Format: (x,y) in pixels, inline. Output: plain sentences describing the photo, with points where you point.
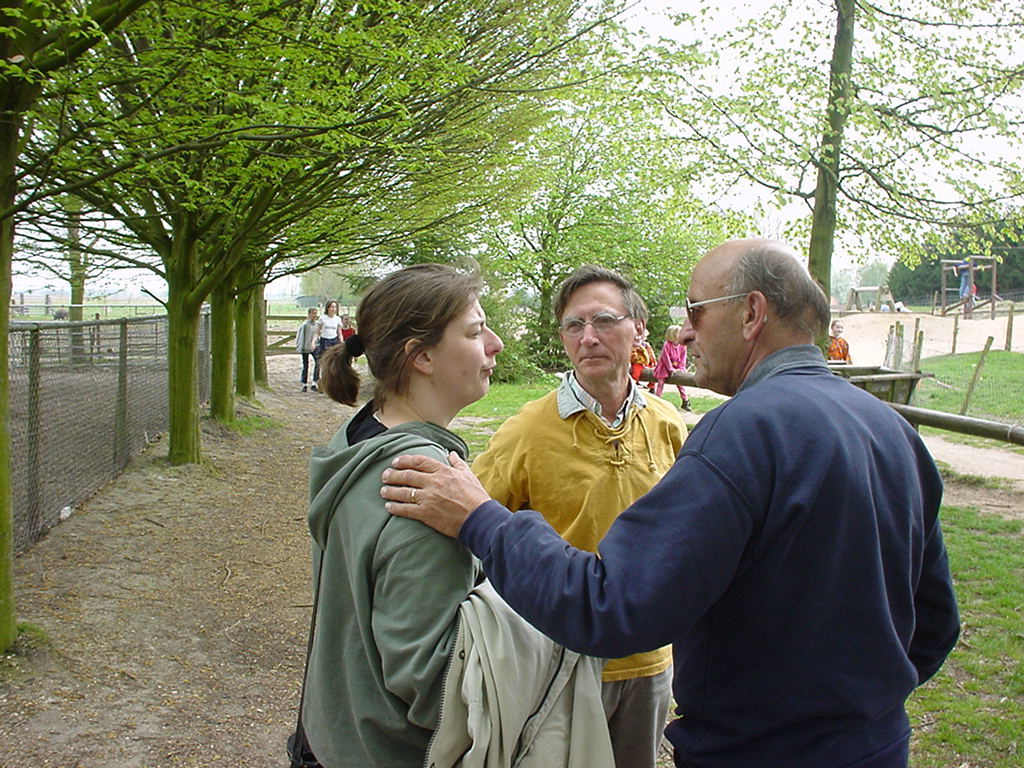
In the center of the image (582,469) we can see three persons (584,499) are standing. In the background of the image (200,198) we can see trees (419,240), some persons (313,344), mesh (74,404), fencing (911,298), sky (843,251), soil (847,318). At the bottom of the image (266,684) there is a ground (138,746).
